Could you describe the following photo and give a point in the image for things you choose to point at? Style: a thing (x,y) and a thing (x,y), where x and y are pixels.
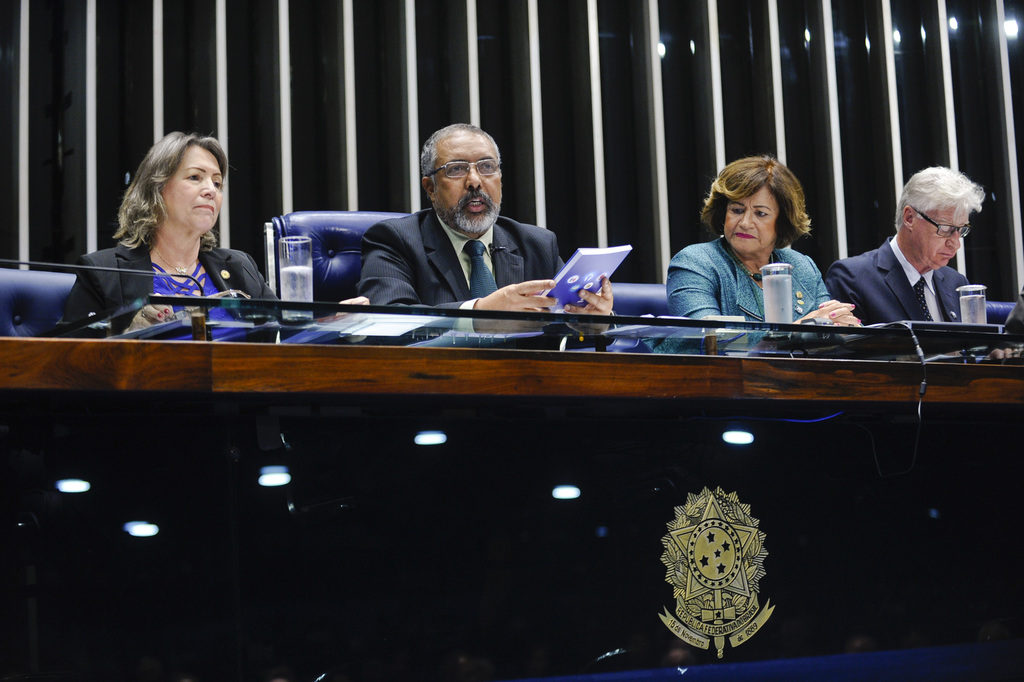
In this image I can see four people (483,288) sitting in chairs (328,271) beside a wooden table (812,342) with a glass roof (978,350). I can see water glasses (780,296) on the glass table (931,348). I can see an emblem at the bottom of the image (709,490). I can see reflection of the lights (573,492) on the glass (39,396). I can see some bars like design (510,89) At the top of the image (662,93).
